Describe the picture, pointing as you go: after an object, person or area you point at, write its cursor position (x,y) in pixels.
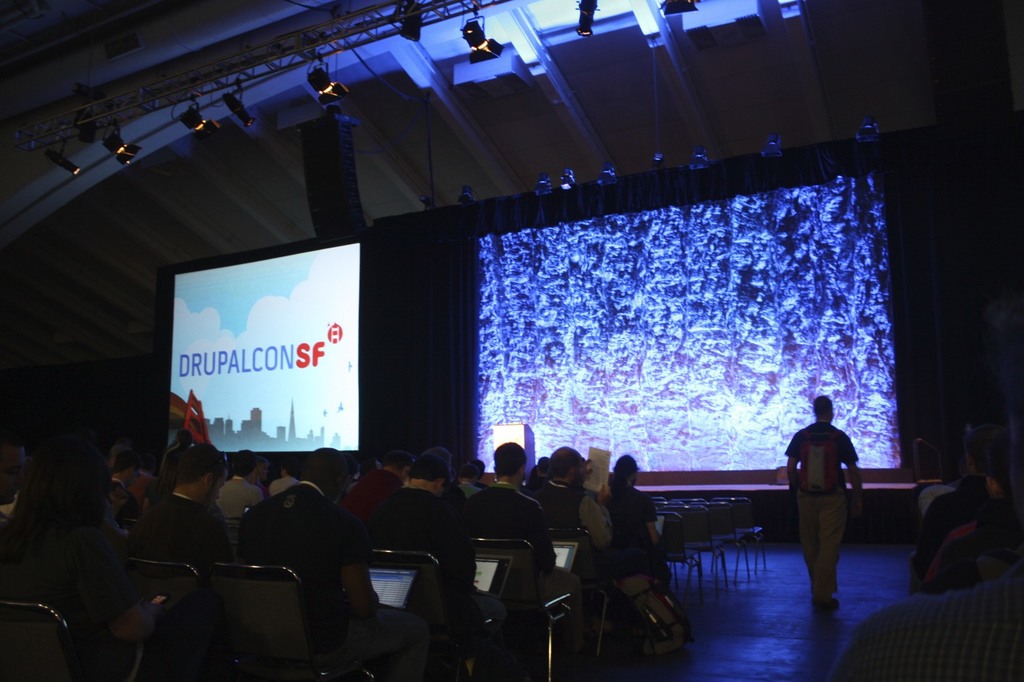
This picture is taken in the dark I can see a group of people (363,660) sitting in chairs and a person (826,415) standing. I can see two screens (219,403) in the center of the image (669,323). At the top of the image (85,126) I can see a rooftop (260,86) with some lights (482,41).
